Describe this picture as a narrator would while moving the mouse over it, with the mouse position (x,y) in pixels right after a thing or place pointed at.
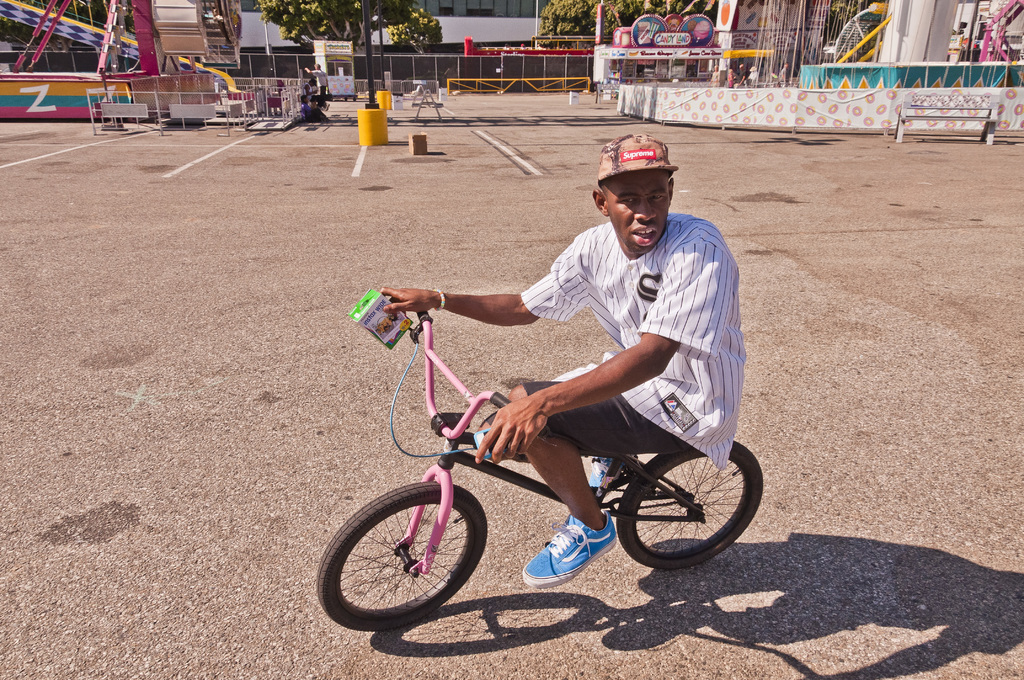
In this image we can see a man (651,353) is cycling. He is wearing white color shirt (667,337) with shorts (595,422) and holding green color box (376,312) in his hand (405,307). Background of the image (919,109) we can see fencing (707,112), bench (940,104), pole (381,96), trees (399,40), ride (154,33) and glass windows (488,12).
